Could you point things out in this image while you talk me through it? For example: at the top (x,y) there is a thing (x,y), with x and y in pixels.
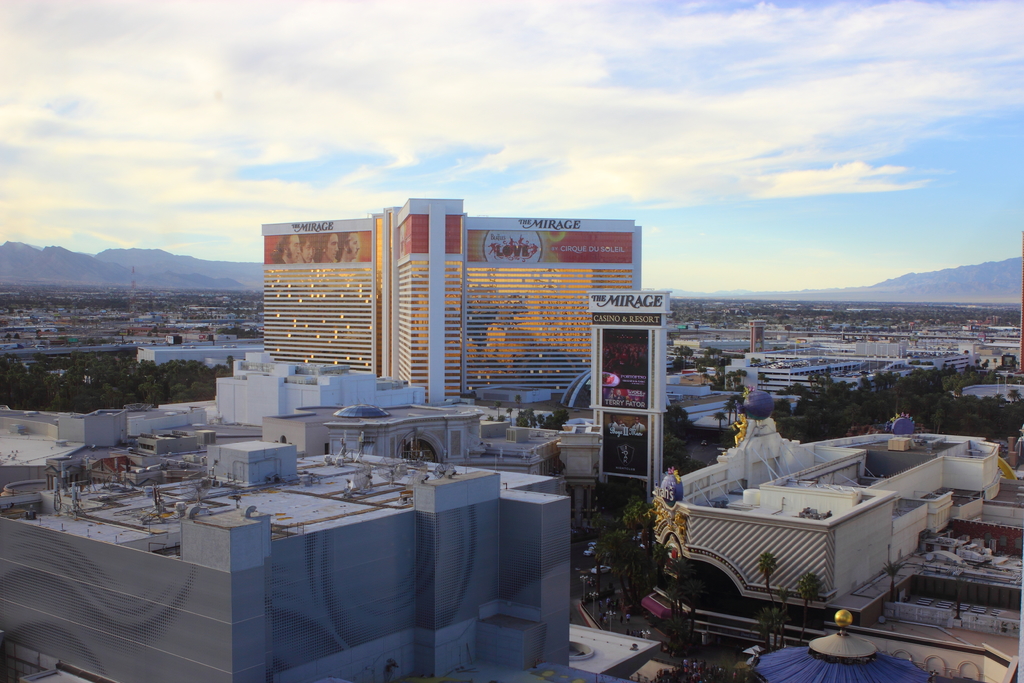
In this image, I can see the view of the city (249,312). These are the buildings (314,285). This looks like a board (642,400). I can see the trees (642,496). In the background (24,267), these look like the hills (77,256). I think this is a road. These are the clouds (669,97) in the sky (538,101).
